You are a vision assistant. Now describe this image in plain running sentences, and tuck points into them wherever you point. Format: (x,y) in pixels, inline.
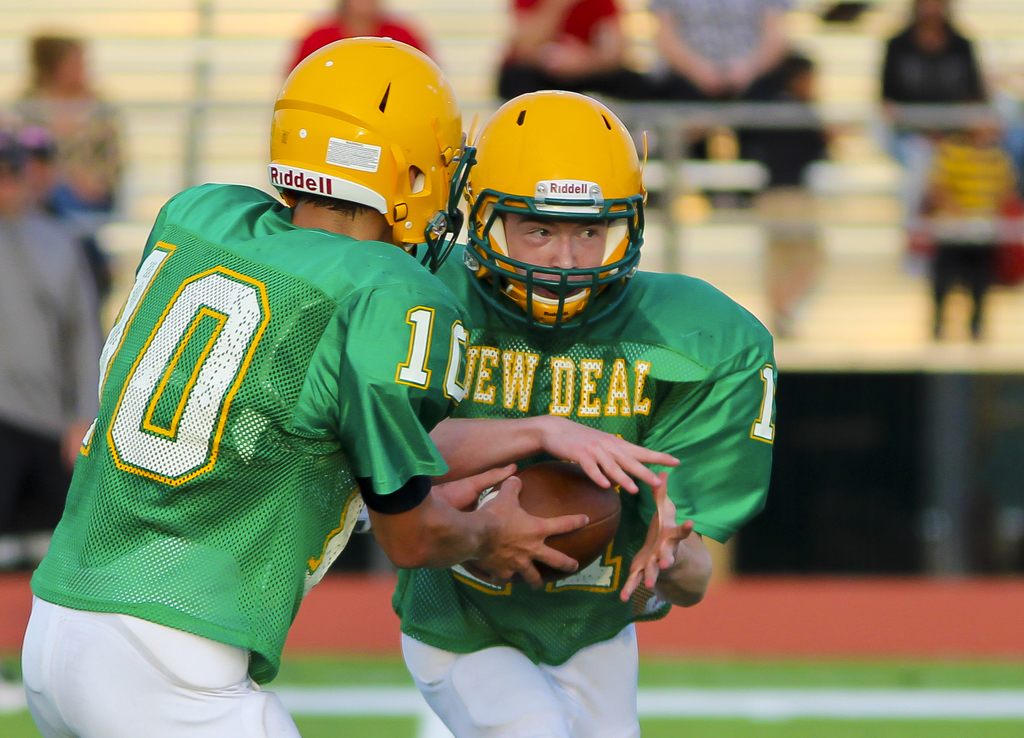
In the picture I can see two men (500,238). They are wearing a sport dress (573,410) and there is a helmet (566,172) on their heads (574,251). I can see a person (115,378) on the left side (321,435) is holding a rugby ball (560,489) in his hands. In the background (573,15), I can see a few persons (658,13), though their faces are not visible.
